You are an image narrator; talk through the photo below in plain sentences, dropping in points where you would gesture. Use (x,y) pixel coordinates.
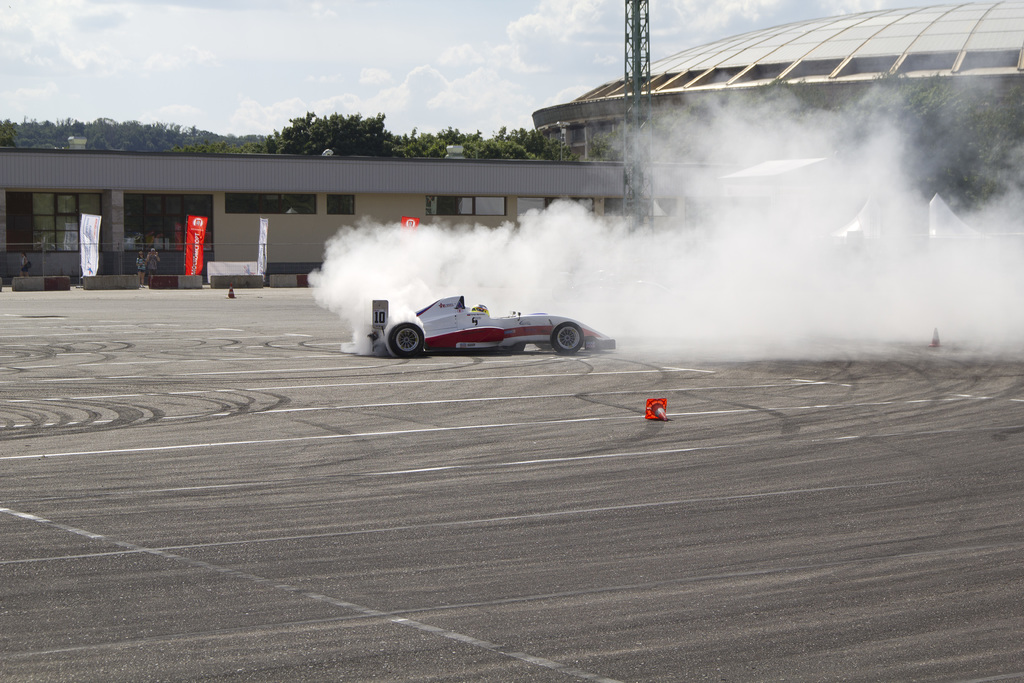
This image consists of a car (519,336). At the bottom (374,492), there is a road (243,362). On the right (797,286), we can see the smoke (653,270). In the background (422,190), there is a building (461,201) along with the trees (306,118). At the top (458,81), there are clouds (325,100) in the sky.
